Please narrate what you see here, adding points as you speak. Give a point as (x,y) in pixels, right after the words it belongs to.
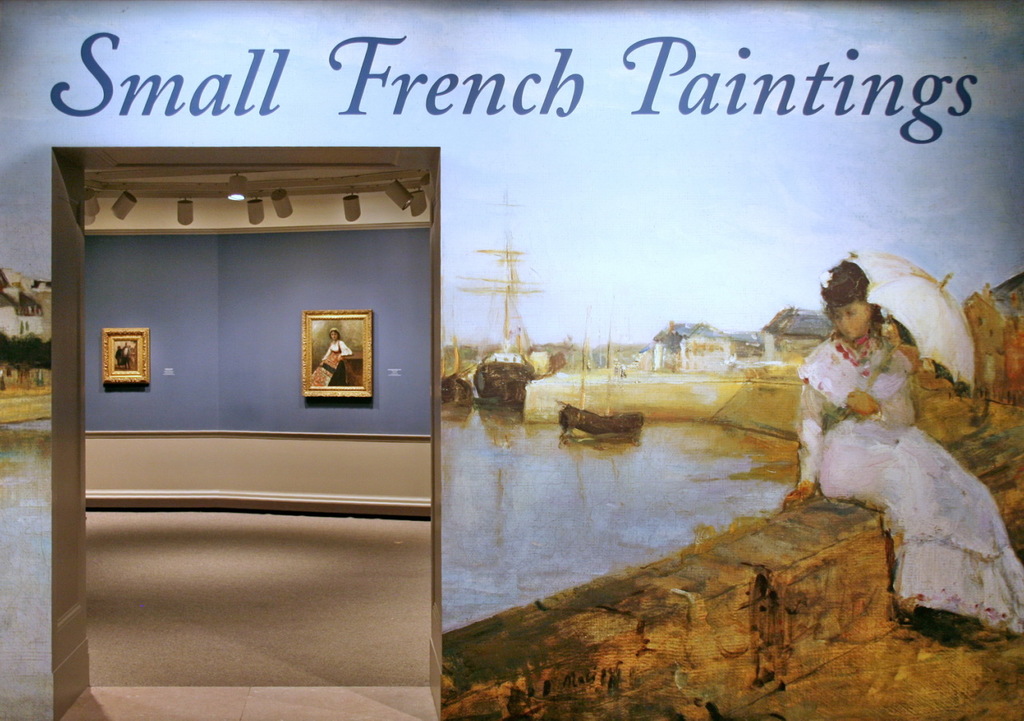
In this image, we can see a poster (573,647), on that poster (893,538), we can see a woman (887,502) sitting and she is holding an umbrella (927,320), we can see water (451,452) and there is some text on the poster (625,135).
